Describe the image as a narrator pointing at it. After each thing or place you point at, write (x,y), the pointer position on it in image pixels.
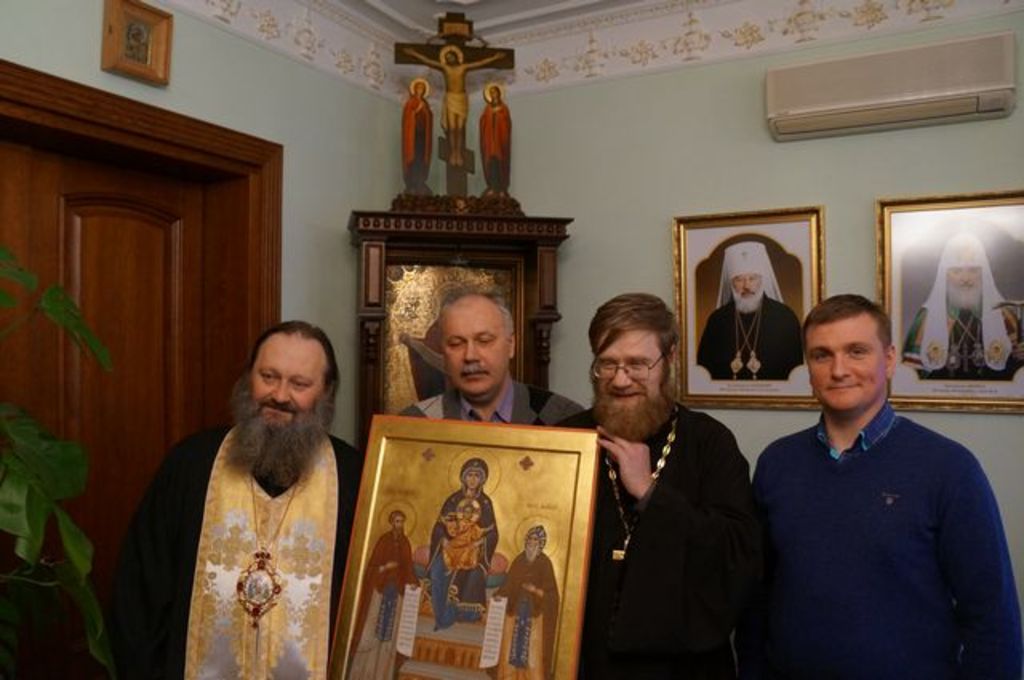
In this picture I can see four persons (454,300) standing, there is a person (543,390) holding a frame (567,448), there is an air conditioner (913,55), there is a house plant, there is a door (40,587), there are frames (940,229) attached to the walls (898,16) and there are some objects (463,267).
